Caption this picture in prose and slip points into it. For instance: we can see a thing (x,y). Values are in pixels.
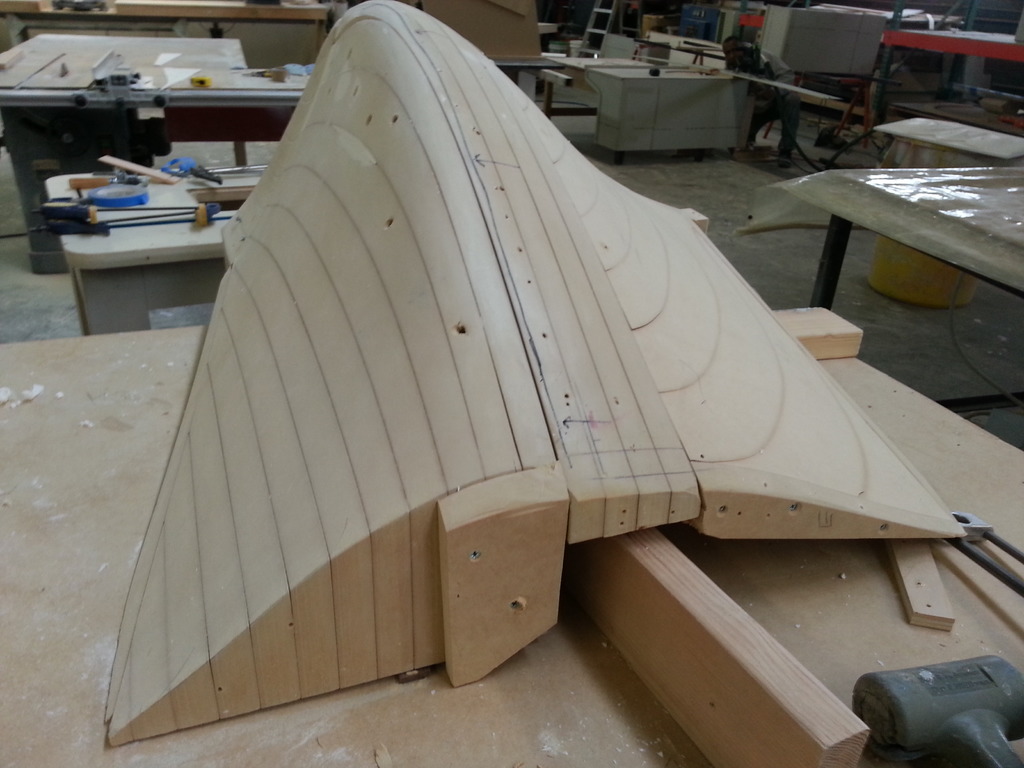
In this picture there is plywood (657,249) in the center of the image (454,398) and there are other tools (69,207) on the left side of the image (57,218).
